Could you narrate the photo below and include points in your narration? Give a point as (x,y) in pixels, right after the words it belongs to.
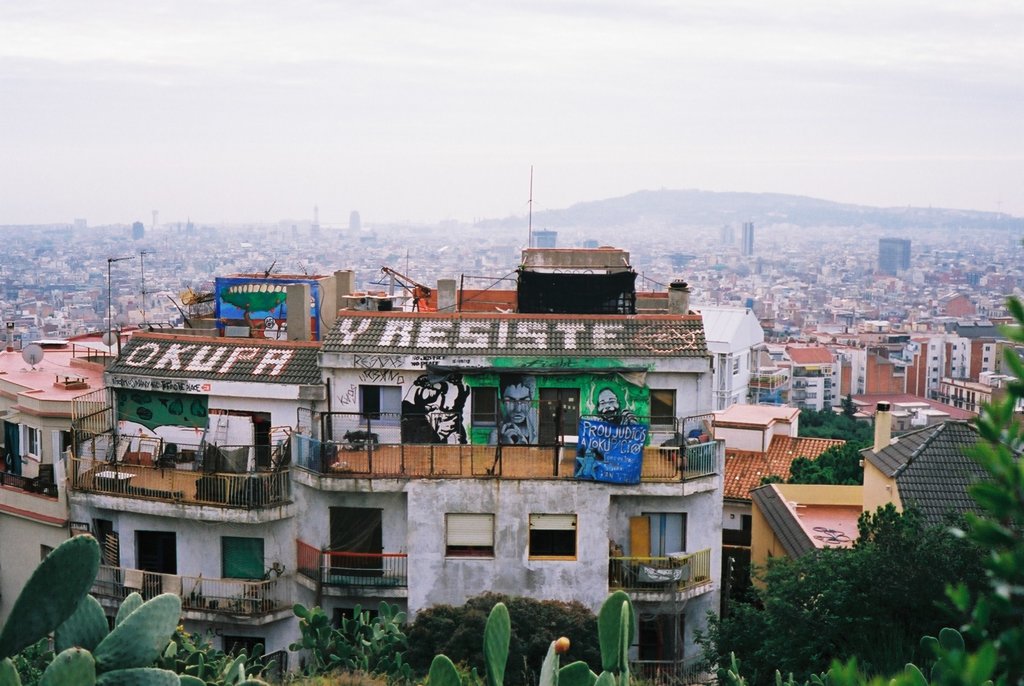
In this image, I can see the view of a city (546,418) with the buildings (617,521) and trees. In the background (805,222), there is a hill (555,215) and the sky (626,180).
